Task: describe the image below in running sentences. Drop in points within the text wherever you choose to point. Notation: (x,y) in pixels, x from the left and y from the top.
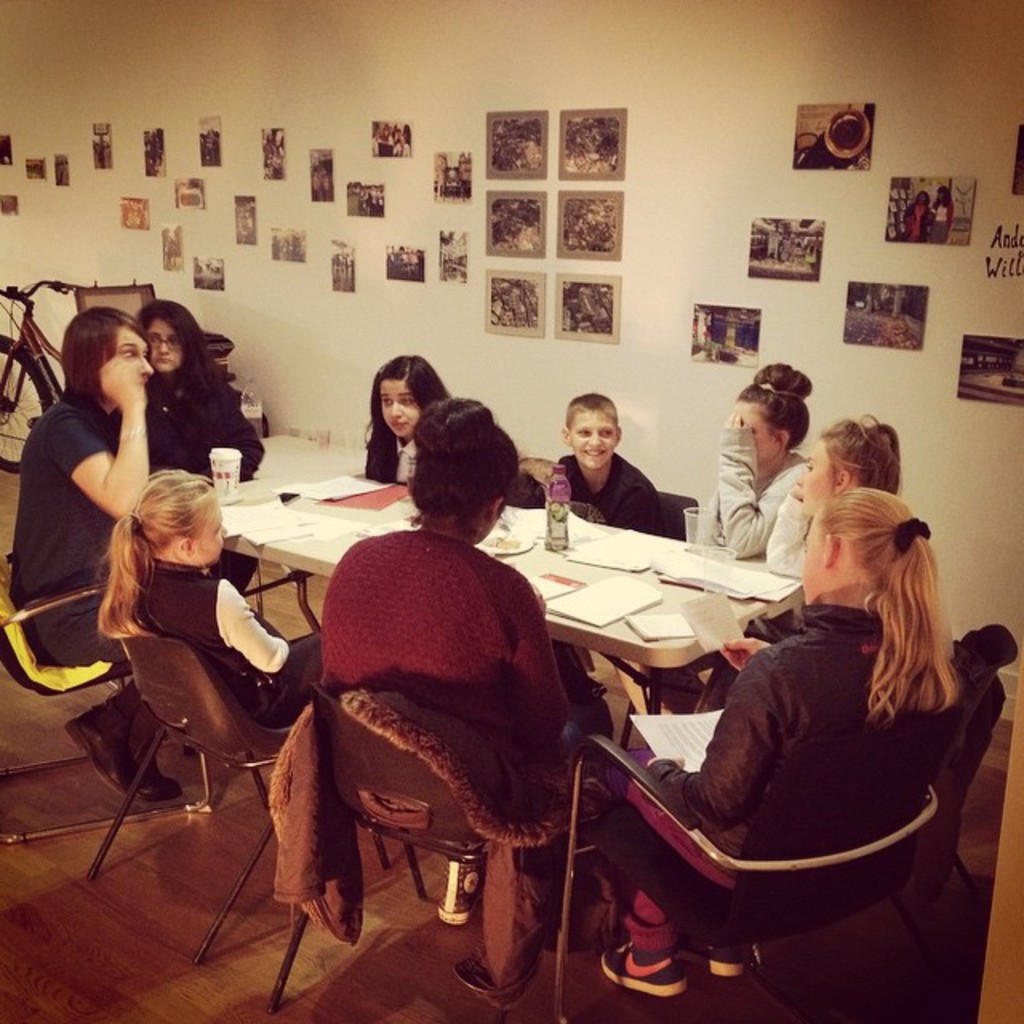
In this image we can see this people (331,674) are sitting around the table (662,603). We can see papers (622,594), glasses (706,534), bottle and plate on the table (303,471). In the background (914,345) we can see many photographs (252,235) on the wall (433,282).
